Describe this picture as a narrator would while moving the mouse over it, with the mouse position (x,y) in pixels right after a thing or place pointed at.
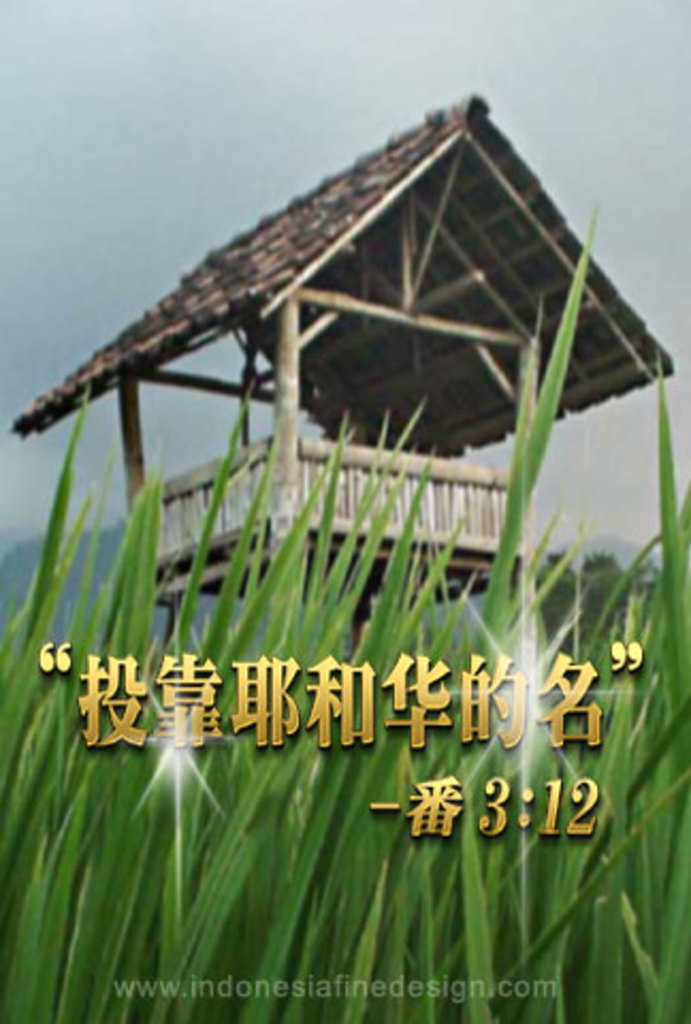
In this image I can see grass (409,746) in green color, background (423,87) I can see a hut (232,271) and sky (225,67) in white color.
